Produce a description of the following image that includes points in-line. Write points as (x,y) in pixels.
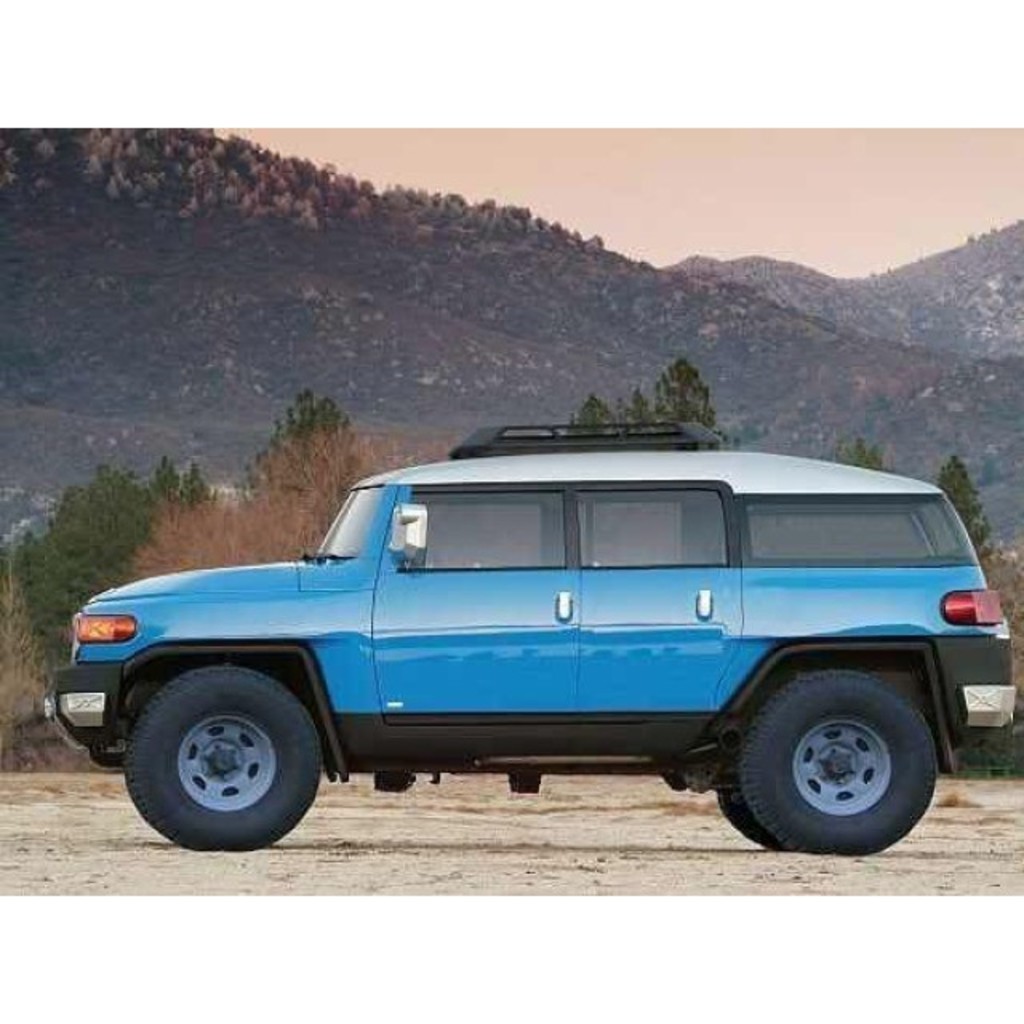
In this image in front (868,739) there is a car (971,551) on the road (493,846). In the background of the image (259,444) there are trees (278,464), mountains (559,335) and sky (818,164).
